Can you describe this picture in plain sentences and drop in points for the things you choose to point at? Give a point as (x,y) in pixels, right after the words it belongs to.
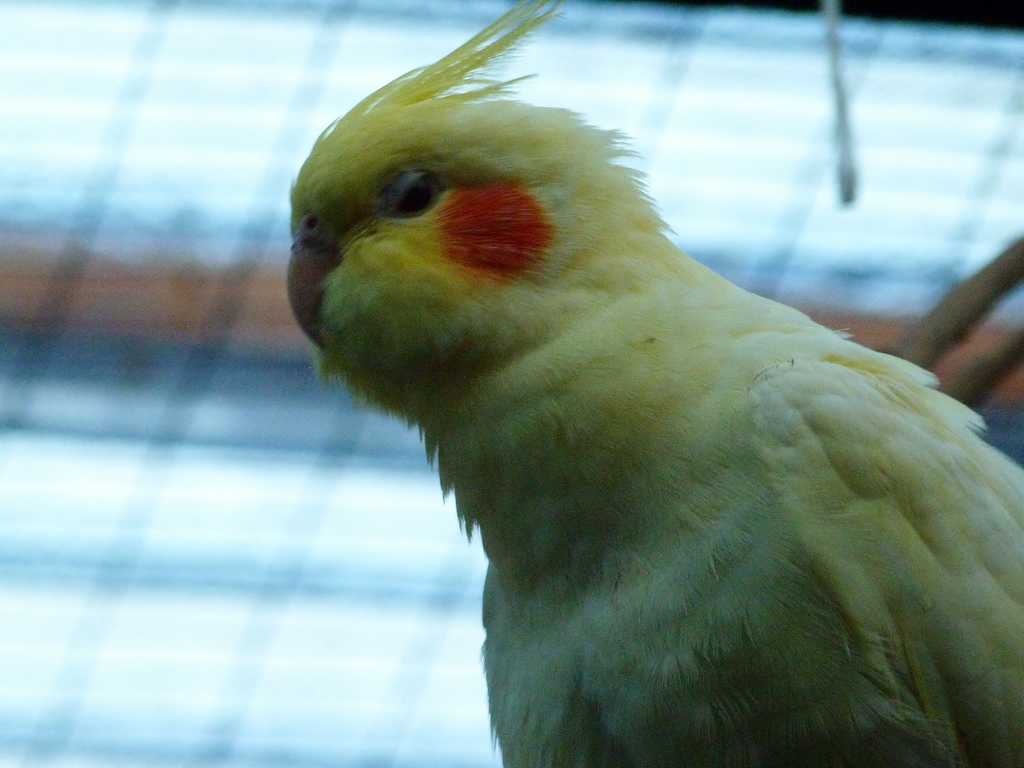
In this image, on the right side (795,723), we can see a bird (653,393). In the background (54,458), we can see a net fence (196,227).
